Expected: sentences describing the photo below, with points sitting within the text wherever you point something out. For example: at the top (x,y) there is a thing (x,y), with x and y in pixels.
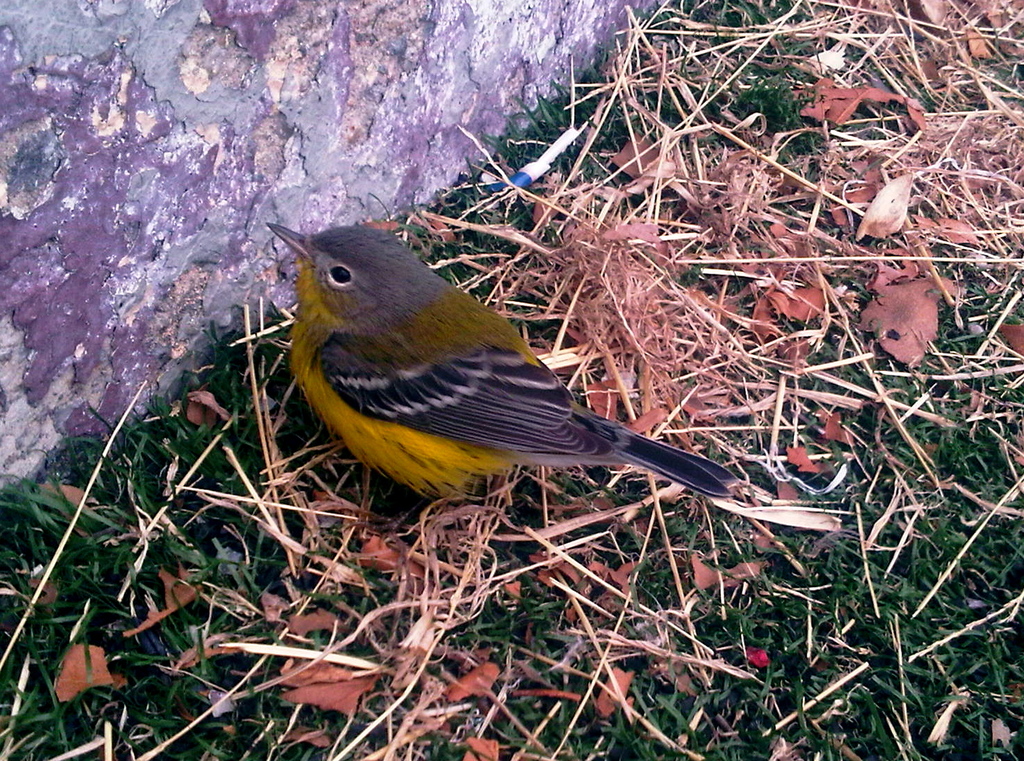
In this image I can see there is a bird (421,412) standing on the grass (546,624) in-front of wall (11,432), around that there is some dead grass (946,121) and leaves (187,604).
